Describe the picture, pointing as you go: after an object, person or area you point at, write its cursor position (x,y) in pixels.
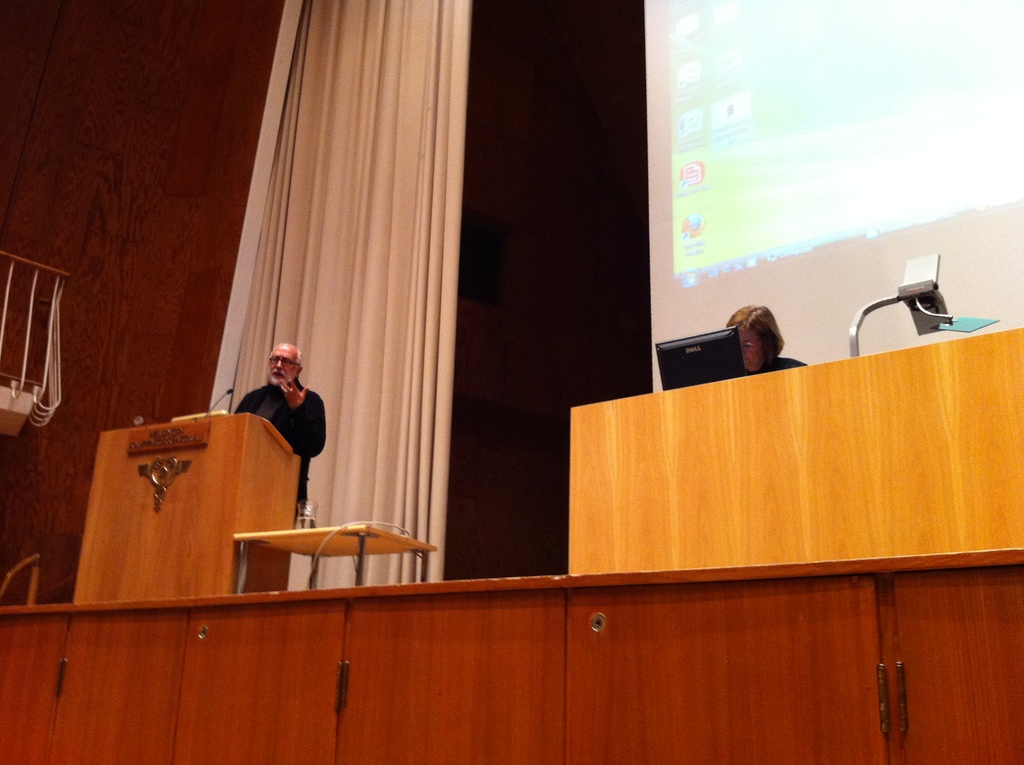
In this image we can see a person (308,426) is standing near the podium (274,434). A person (298,412) is speaking into a microphone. There is a lady (750,344) sitting near a desk (721,392). There are few objects (701,382) on the table (803,370). There is a curtain (420,209) and a projector screen (895,343) in the image.
